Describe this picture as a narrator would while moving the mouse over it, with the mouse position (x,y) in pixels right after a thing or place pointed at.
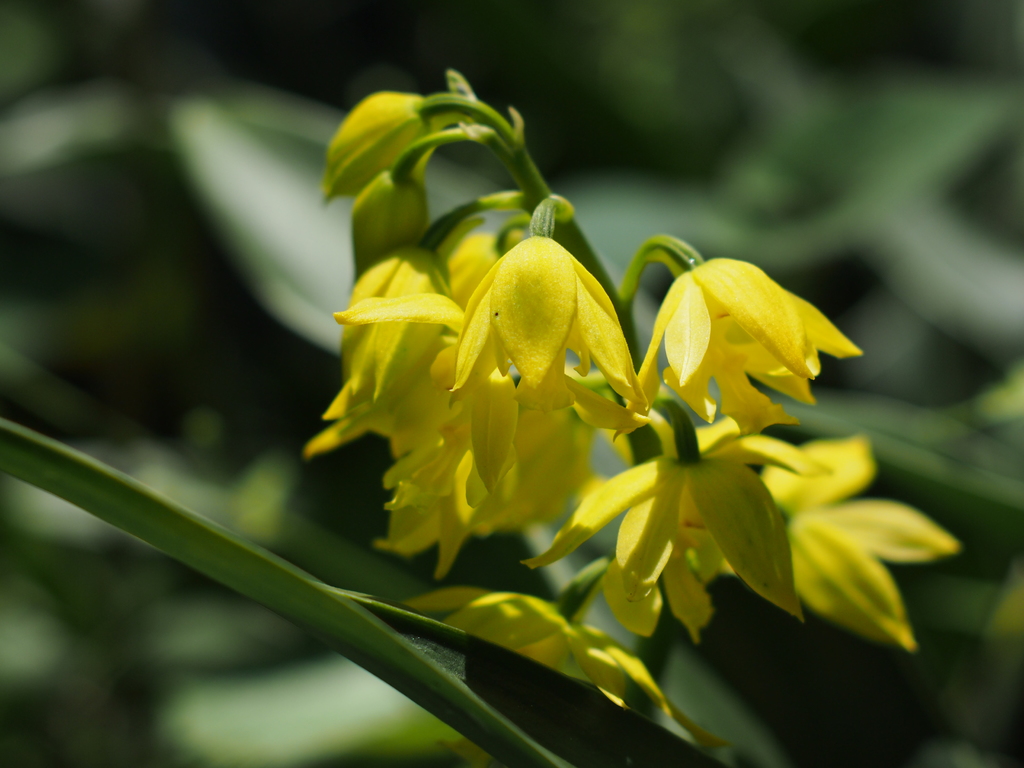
In this image there are flowers (453,617) and buds (402,200) to a stem (412,162). The background (116,99) is blurry.
